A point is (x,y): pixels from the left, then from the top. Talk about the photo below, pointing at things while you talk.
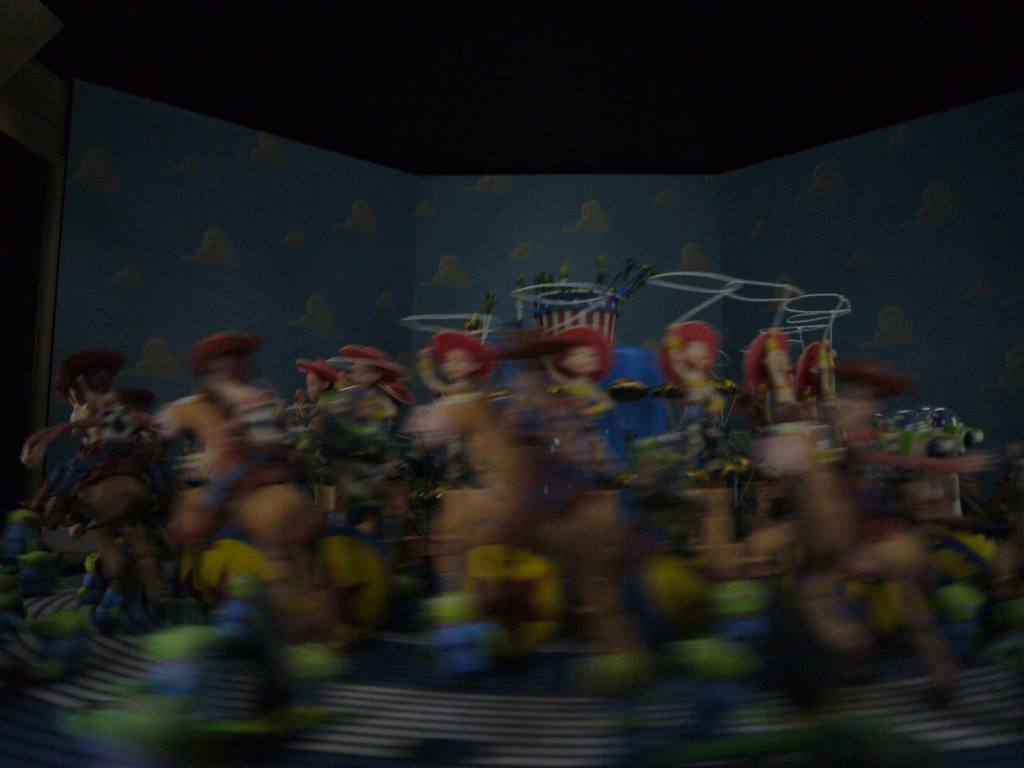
In this image I can see few toys (550,589) and the background (563,103) is in blue and black color. The image is blurred.
